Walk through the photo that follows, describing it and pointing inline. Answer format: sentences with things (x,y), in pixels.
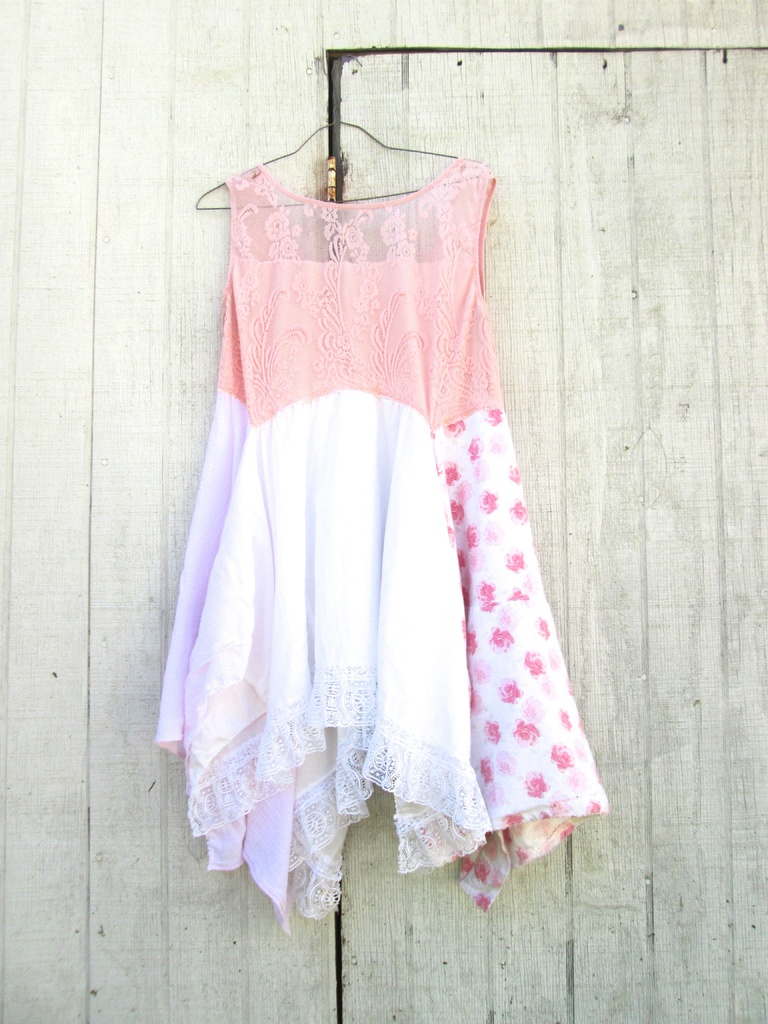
In this picture we can see a door (731,424) on the right side (625,622), there is a hanger (382,194) and dress (280,211) in the middle (364,542).
